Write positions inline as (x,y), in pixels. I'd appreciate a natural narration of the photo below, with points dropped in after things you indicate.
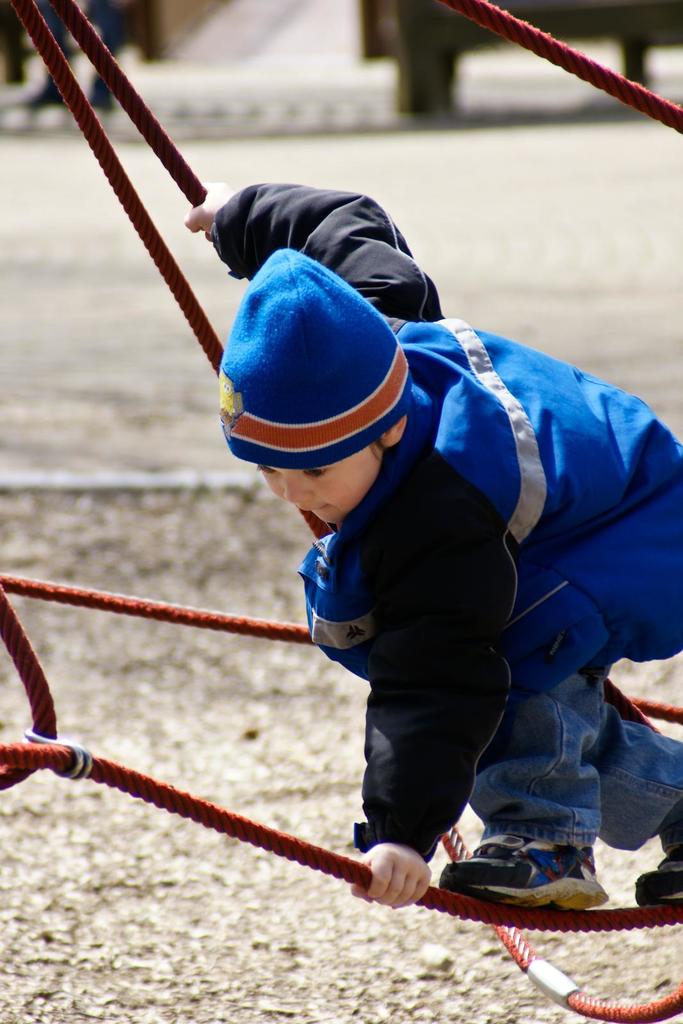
In this image we can see a boy (447,634) standing on a rope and holding a rope (215,809). At the bottom of the image (124,982) there is ground (296,951).
